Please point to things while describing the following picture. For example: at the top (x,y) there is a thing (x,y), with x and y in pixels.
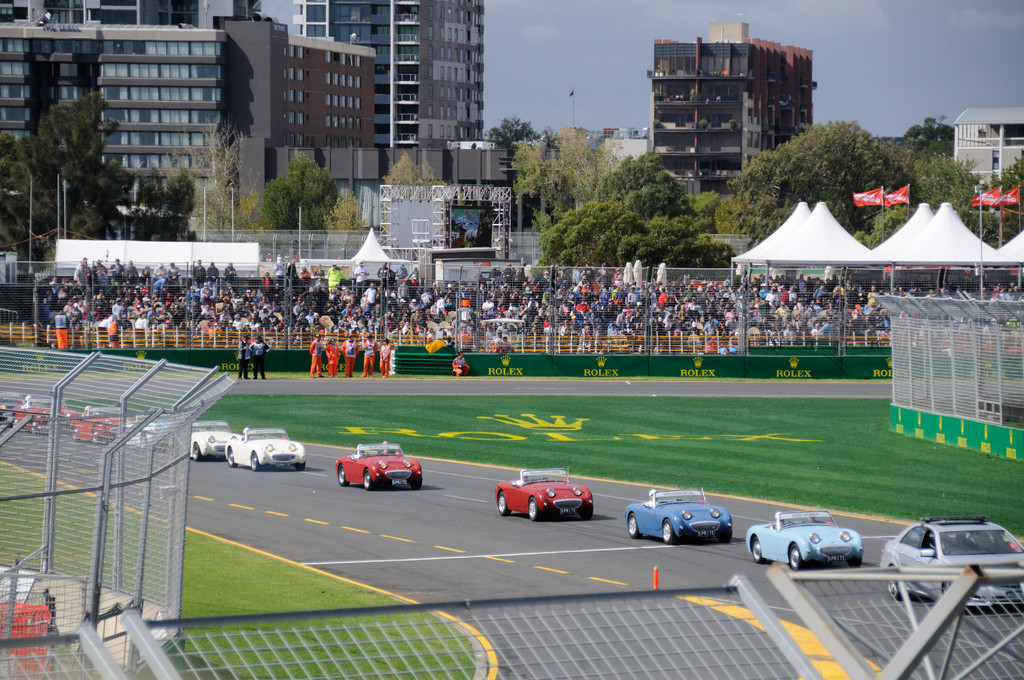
In this image in the front (182,555) there is fence (96,522). In the center (634,450) there are cars (274,431) moving on the road (333,543), there's grass (876,429) on the ground (659,461). In the background (269,291) there are persons (260,337), there are tents (881,251), flags (978,197), trees (964,195) and buildings (201,113). On the right side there is fence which is visible.
